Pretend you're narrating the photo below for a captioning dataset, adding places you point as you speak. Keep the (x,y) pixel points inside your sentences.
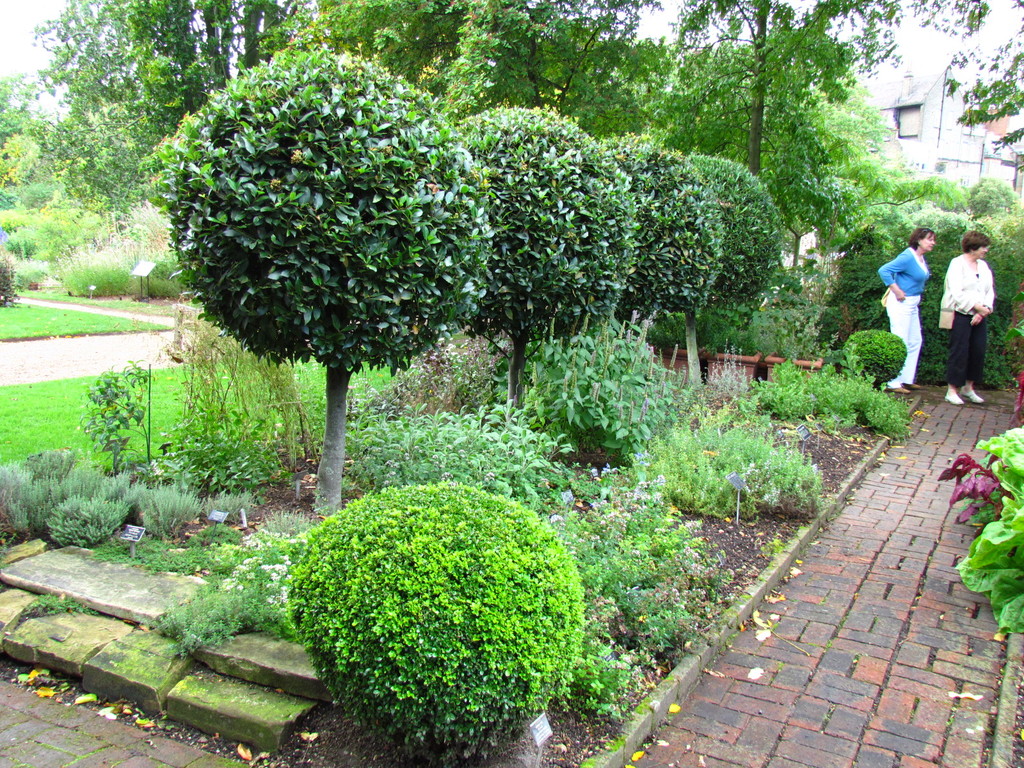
This image is clicked outside. There are bushes (359,661) and trees (363,364) in the middle (415,444). There are two women (952,328) on the right side (908,325). There is a building (949,115) on the right side (1001,171).
